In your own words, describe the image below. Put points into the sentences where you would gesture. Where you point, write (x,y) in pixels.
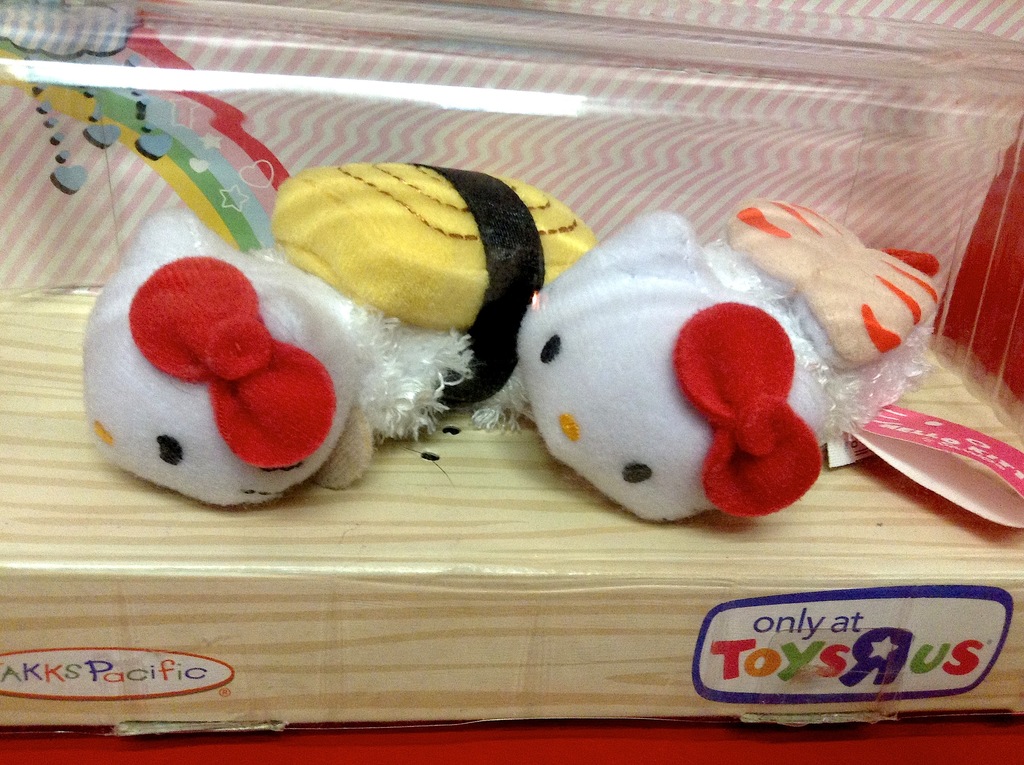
In this picture I can observe two white color toys (636,352) placed on the cream color box (220,567). This box (297,577) is placed on the red color surface (165,741).
